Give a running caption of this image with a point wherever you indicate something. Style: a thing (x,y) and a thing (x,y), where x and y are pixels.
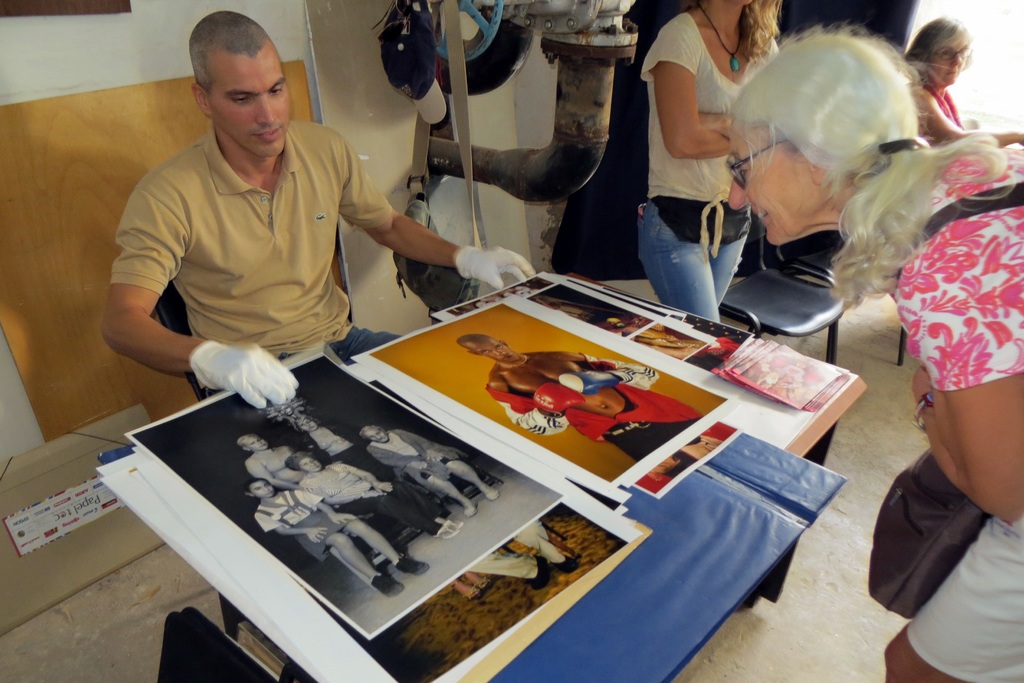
In the picture at the right corner (901,259) a woman (950,445) is bending and looking at photos (556,491) of a person (608,424) where in front of her a person (288,302) is sitting in cream t-shirt (269,341) and white gloves (237,358), behind him there is a wall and there is a big pipe (485,162) and a cap (436,113), bag (463,167) is hanged to it and there is another woman (683,206) is standing in white t-shirt (677,194) and blue jeans (690,265) and one chair (804,303) is there and at the right corner of the picture (937,95) another woman (940,92) is sitting wearing glasses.
